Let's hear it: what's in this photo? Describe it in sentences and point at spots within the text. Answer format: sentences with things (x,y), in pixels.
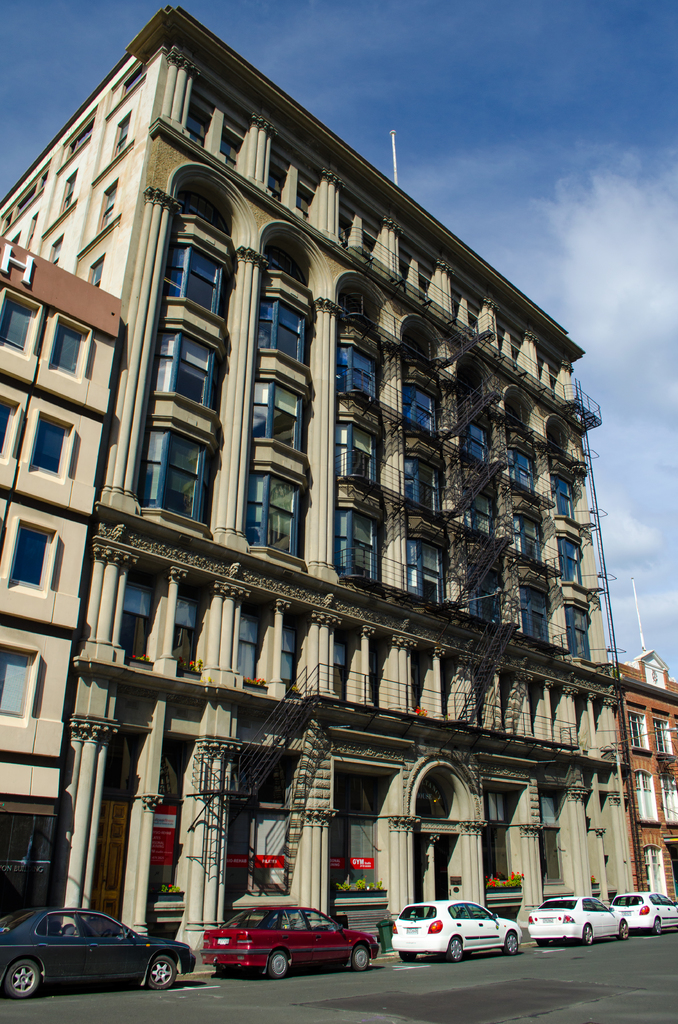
In this image in the center (324,452) there are some buildings (385,748) and also cars (352,947), at the bottom (594,949) there is road (535,949) and at the top of the image (486,160) there is sky (567,298) and also there are some pillars (407,839) and poles (634,594).
